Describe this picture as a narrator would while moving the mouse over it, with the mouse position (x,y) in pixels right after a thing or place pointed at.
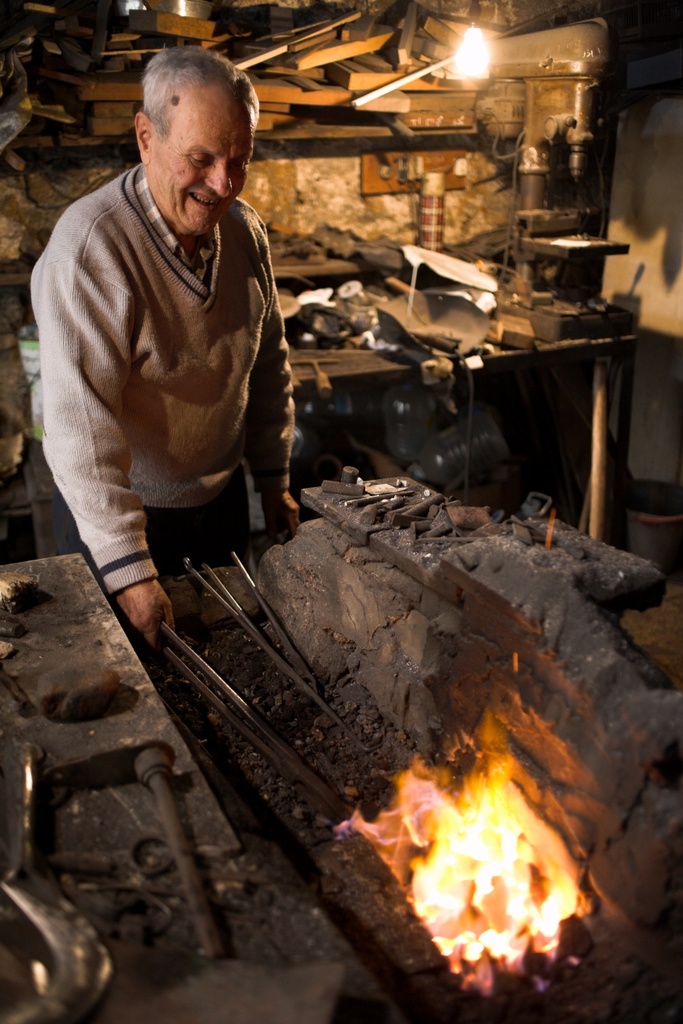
In the center of the image (243,388) there is a person (159,407) holding a iron bars (266,726). At the bottom (415,847) there is a heating equipment (405,891) and fire (440,895). In the background (502,264) there are objects (8,95) placed in a shelves (357,77), wooden blocks (337,74), light (469,46) and switch board (403,155).
